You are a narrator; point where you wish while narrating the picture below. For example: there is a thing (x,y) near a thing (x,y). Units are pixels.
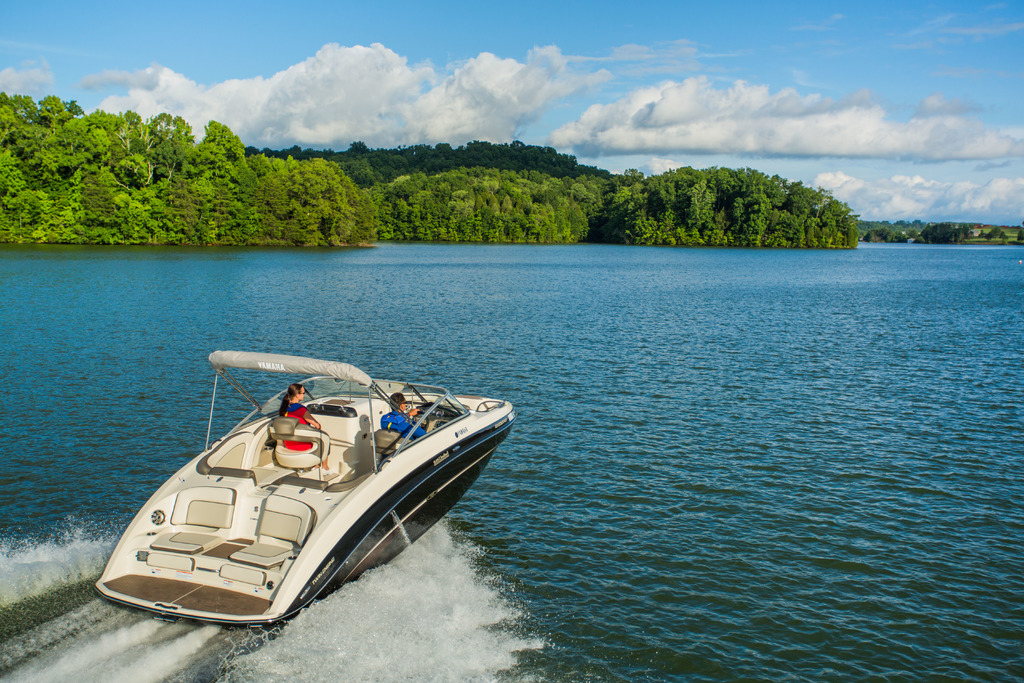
In this image there are two people (404,434) boating on the water (652,518) beside that there are trees (432,189) and also there is a land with grass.
